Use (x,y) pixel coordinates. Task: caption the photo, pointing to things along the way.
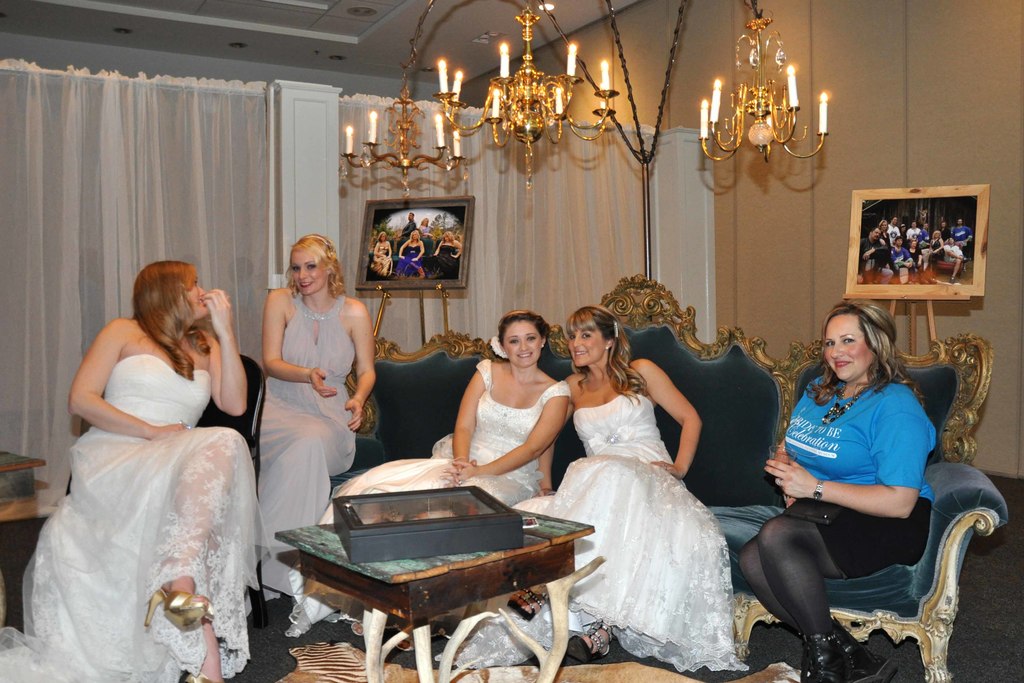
In this image five women (366,391) are sitting on sofa (777,496) and a chair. There is a table (543,563) in front of them. On top of it there is a box (445,531) and back to the sofa (393,355) there is a picture frame (432,247). Background (531,122) there is a chandelier (512,118) having candles (497,103). At the background (89,176) there is curtain (135,244) arranged to the wall (763,236).
